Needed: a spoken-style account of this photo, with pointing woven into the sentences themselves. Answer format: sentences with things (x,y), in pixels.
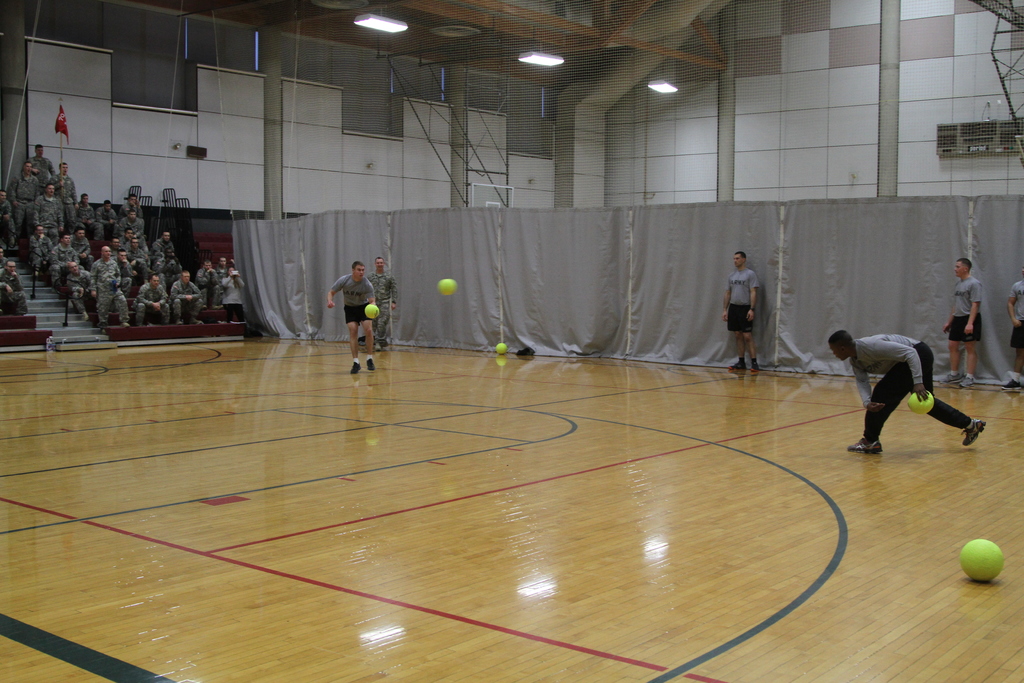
In this image there are people (967,297), curtains (633,298), mesh (617,126), lights (401,26), walls (313,115), balls (968,558), steps (52,304), flag (63,133) and objects (190,221). Two people (896,364) are holding balls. Among them few people (165,300) are sitting.
